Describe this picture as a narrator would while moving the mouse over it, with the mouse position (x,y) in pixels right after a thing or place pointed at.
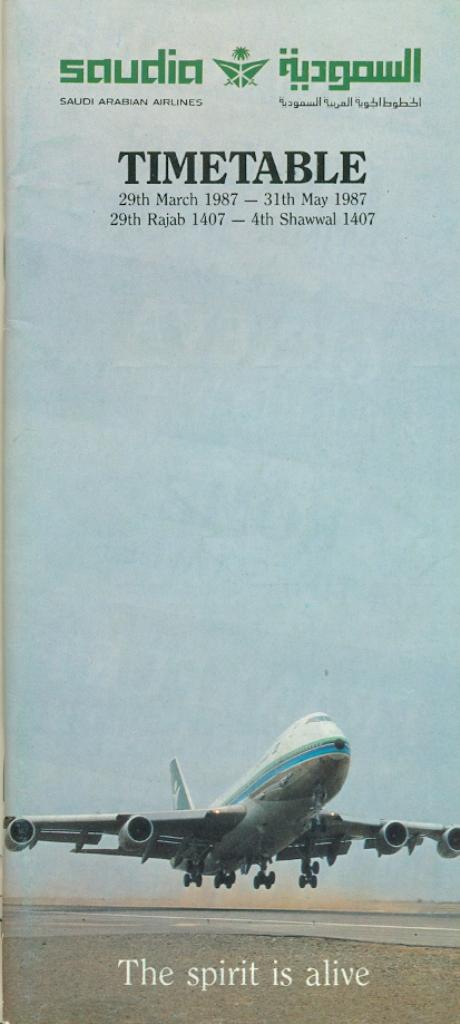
In this picture we can see a poster (202,561), here we can see an airplane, sky (339,584) and some text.
